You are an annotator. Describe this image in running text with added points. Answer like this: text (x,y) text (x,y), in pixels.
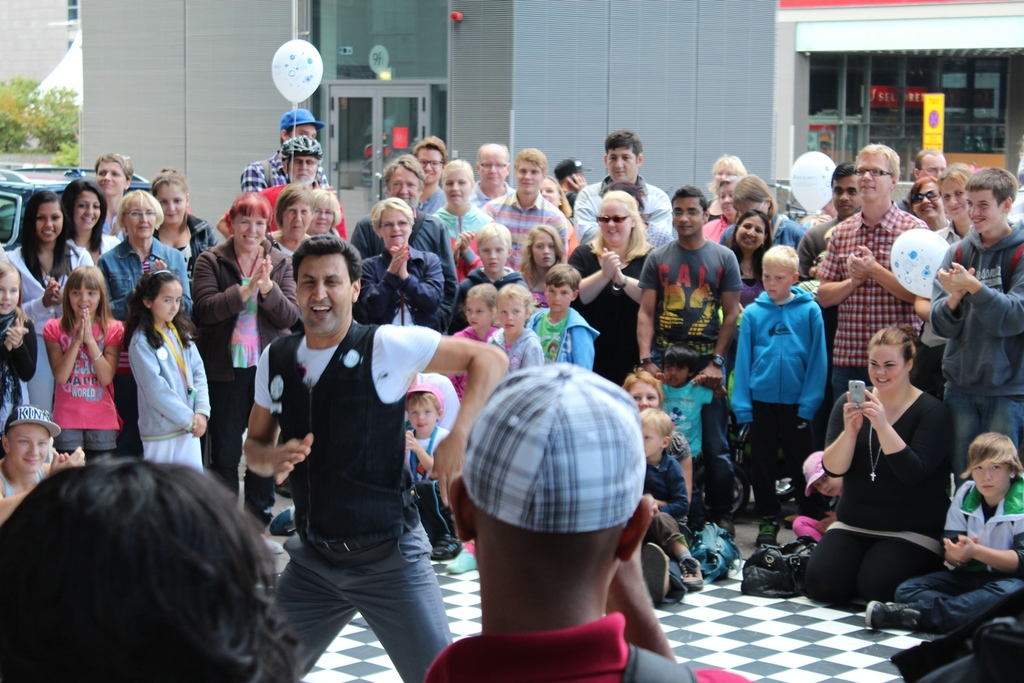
In this image I can see number of persons (618,256) are standing on the ground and I can see few of them (910,547) are sitting. I can see a woman (925,511) wearing black color dress (890,489) is holding a camera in her hand (866,389). In the background (382,109) I can see few buildings (584,58), few glass doors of the buildings (93,106), few trees (73,107) and a yellow colored board (926,114).
